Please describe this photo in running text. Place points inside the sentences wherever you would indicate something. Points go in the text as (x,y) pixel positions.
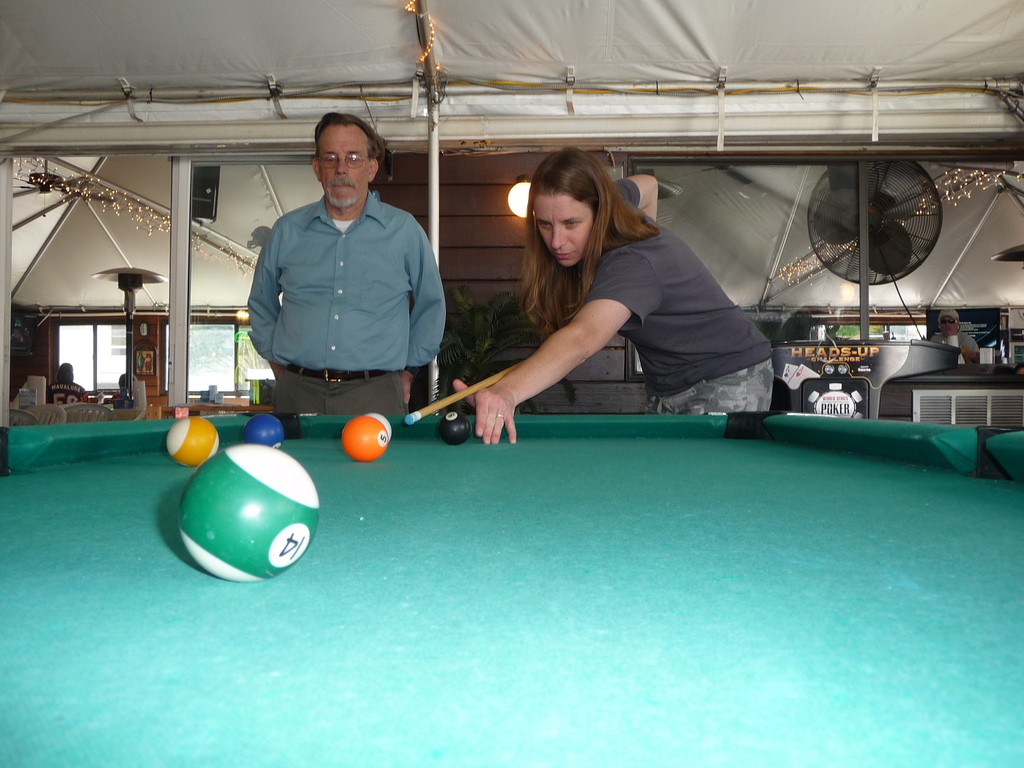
This image is clicked inside a Snooker Pool room (687,468). There is a board (133,730) and balls (306,537), there are two people (594,242) who are standing in front of Snooker Pool (687,436). one of them is holding a stick (426,412) and playing other one is man (431,317) he is wearing blue color shirt (330,297) and he is also wearing specs (351,166), there is a tent (414,22) on the top (428,85) which also has a lights (431,44) there are poles (427,78), there is a table fan (934,227) on the right side (907,196) and on the left side (66,398) there are chairs (85,415) and persons (77,388) sitting in the chairs (36,406), there are Windows (117,373) on the left side (116,358).
